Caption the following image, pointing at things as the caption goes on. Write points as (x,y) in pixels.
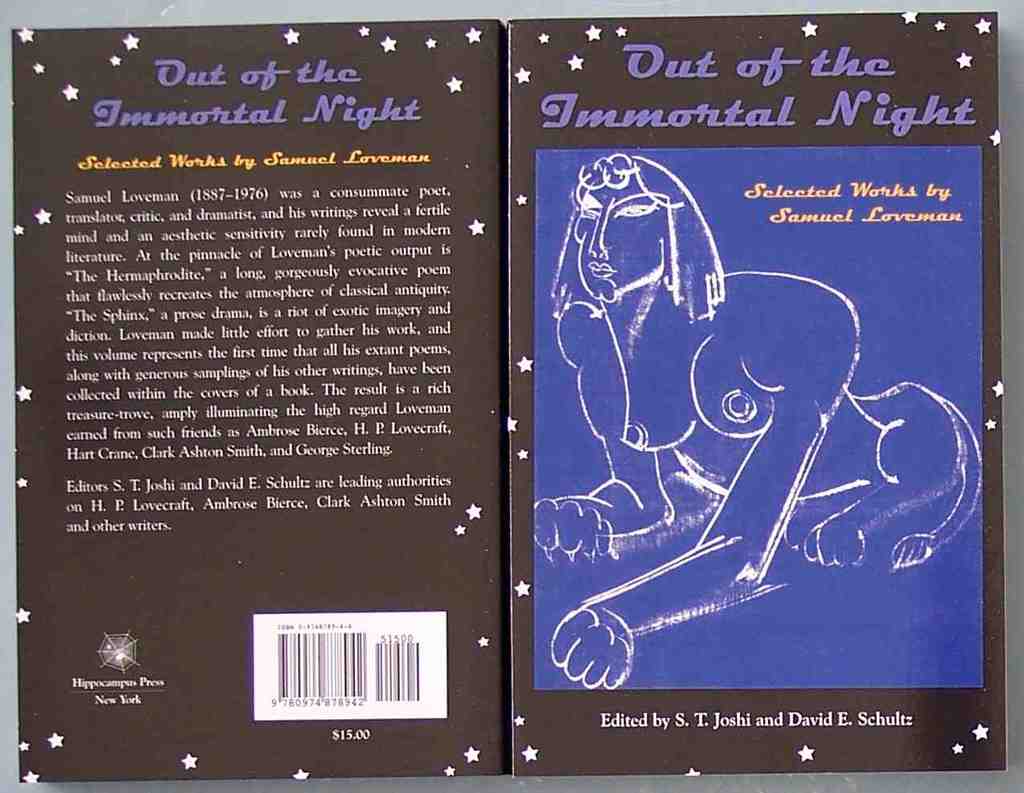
In this image we can see a book (352,339) with text (384,311) and image (736,611) and with a barcode (341,667).
